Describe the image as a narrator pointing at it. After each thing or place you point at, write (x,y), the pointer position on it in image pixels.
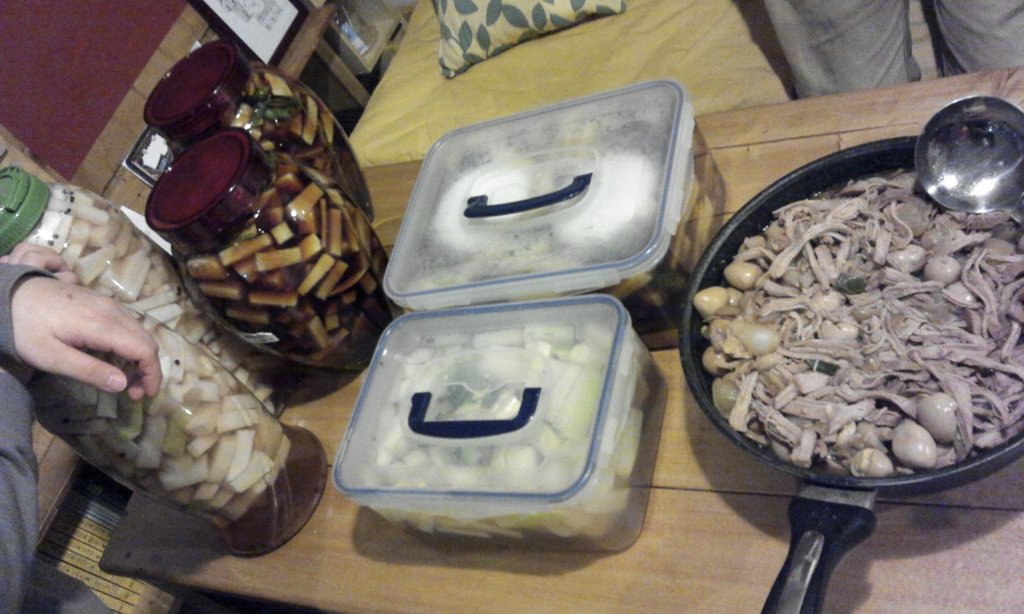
In the image in the center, we can see one table (367,553). On the table (789,520), we can see jars (79,241), boxes (470,215), some food items (986,268), pan (849,493) and spoon (1006,160). In the background (406,47) there is a wall (146,19), pillow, bed (407,78), photo frame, bottle (348,25), books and two persons (17,446).
